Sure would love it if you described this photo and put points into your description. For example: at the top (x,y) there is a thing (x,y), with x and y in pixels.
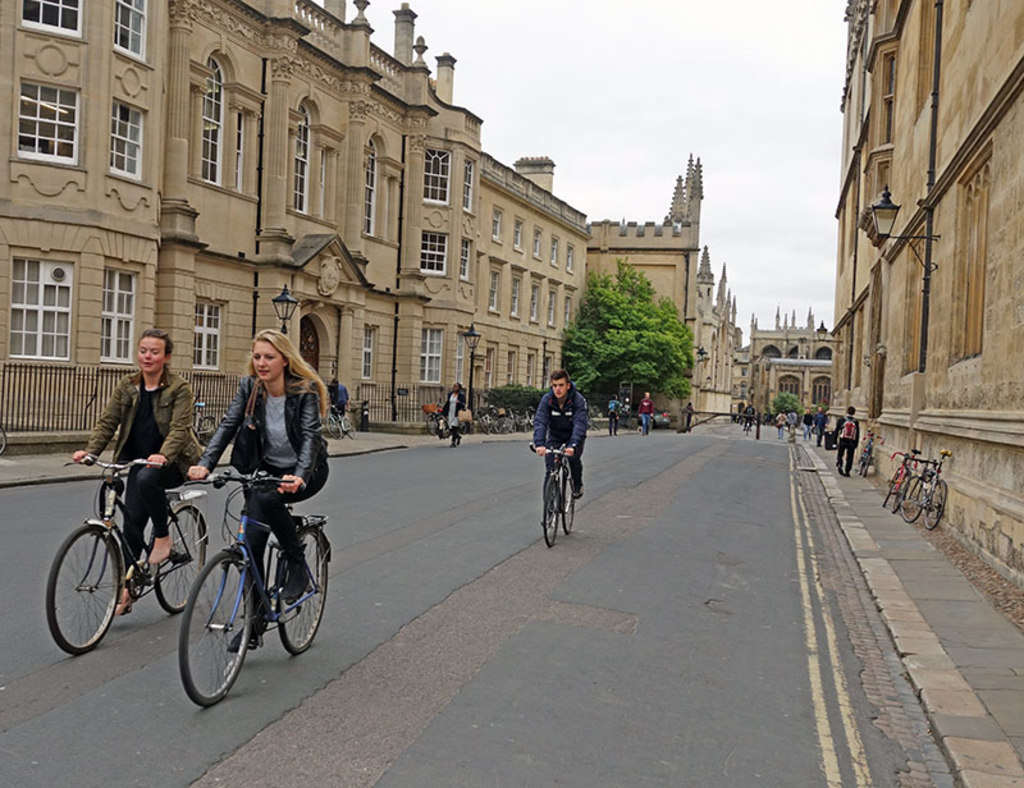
In this image there are group of persons (183,409) riding the bicycles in the street (442,542), and the back ground (822,398) there is bicycle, group of persons (615,405) walking, tree (604,303), building (345,307), light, door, sky (794,102).
